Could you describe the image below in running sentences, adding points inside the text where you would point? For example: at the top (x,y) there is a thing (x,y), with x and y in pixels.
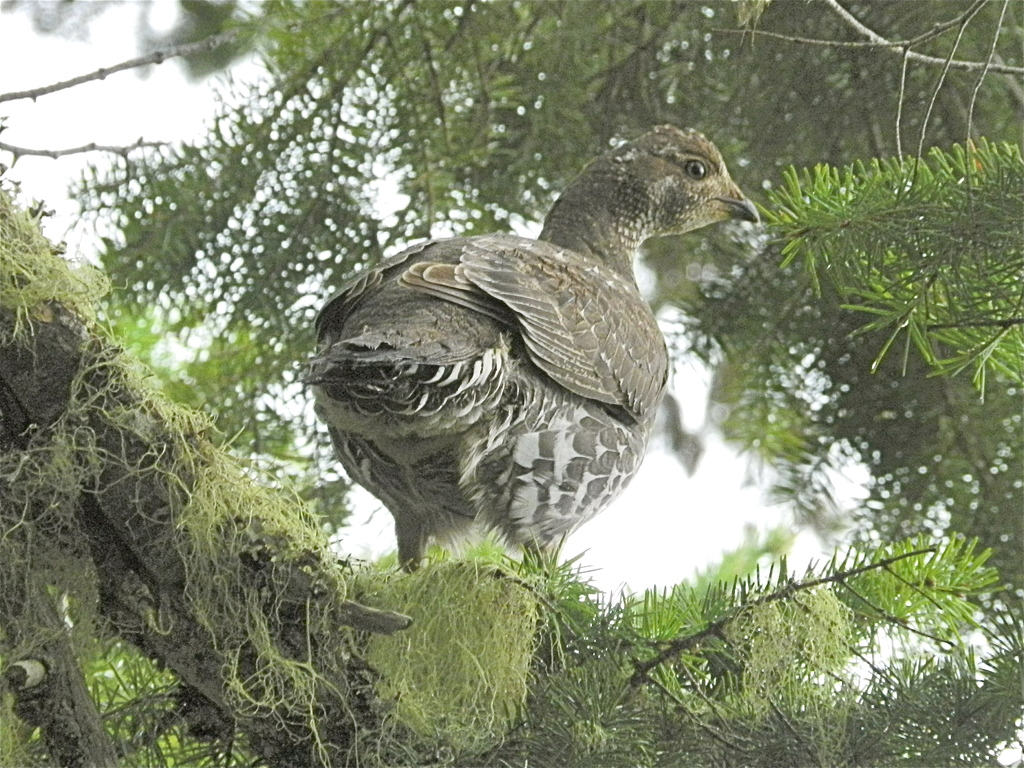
In the middle of this image (604,260), there is a bird (404,344) standing on a branch (560,603) of a tree (345,683) which is having green color leaves (608,745). At the top of this image (646,58), there are branches (575,13) having green color leaves (898,89). On the right side (1017,336), there are branches (898,327) having green color leaves (946,468). In the background (719,508), there is the sky (158,95).
